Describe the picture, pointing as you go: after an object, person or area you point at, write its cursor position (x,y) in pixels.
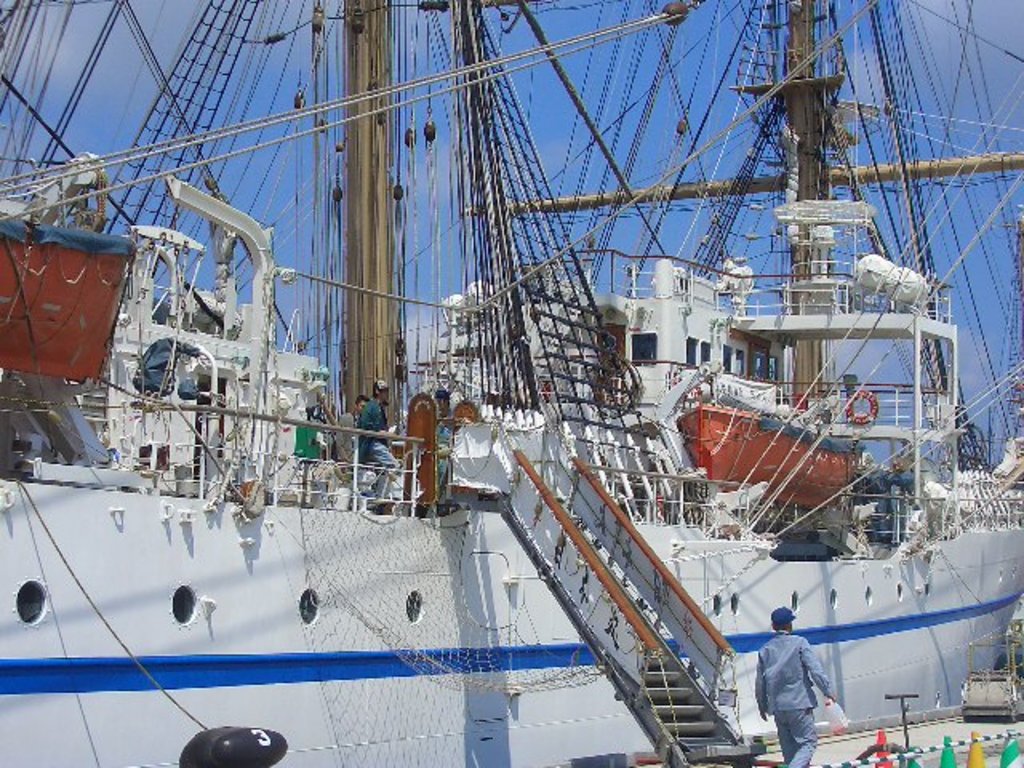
In this image we can see a ship (675,519) and people (772,650). In the background (539,134), we can see the sky (660,164). At the bottom of the image (978,753), we can see traffic cones (981,759), net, rope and some objects (235,756).
